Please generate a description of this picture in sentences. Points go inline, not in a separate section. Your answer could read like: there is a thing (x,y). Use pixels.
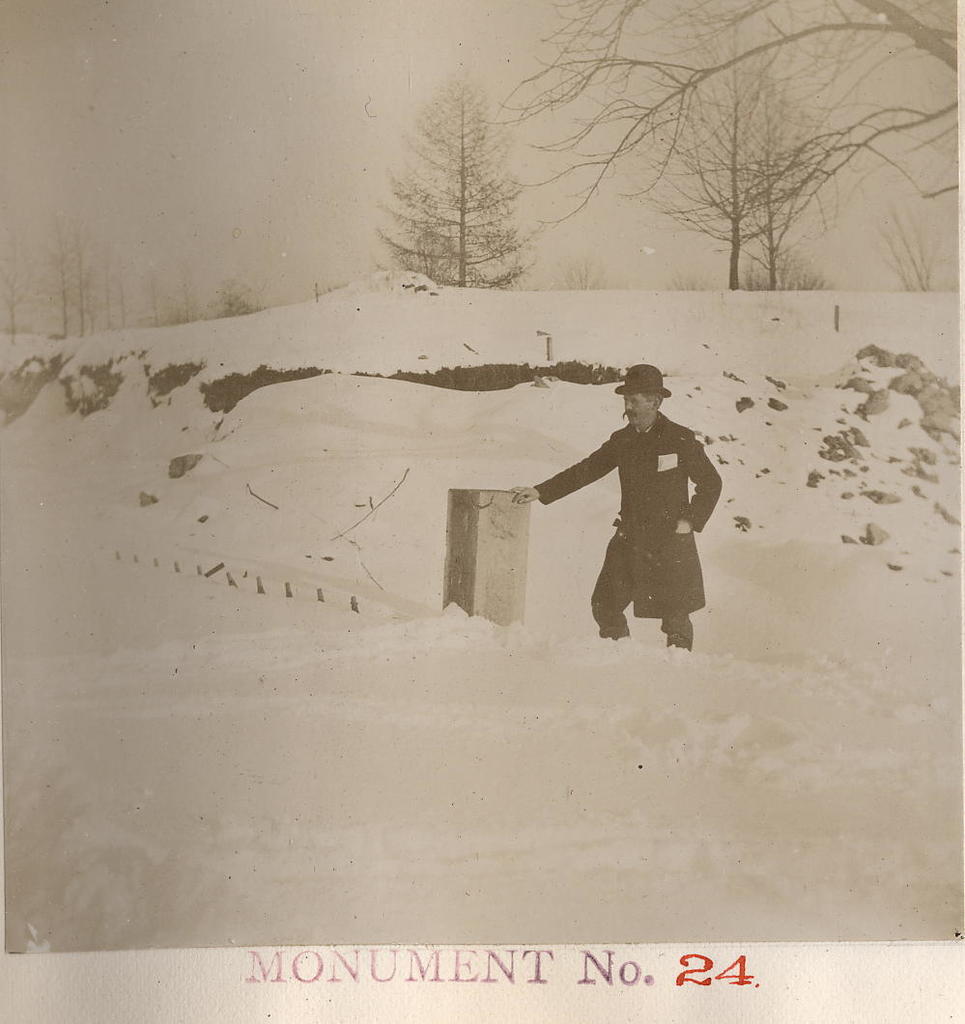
This is a black and white image, as we can see there is one person (642,524) standing on the snow ground (534,448) and there are some trees (438,180) in the background (390,214). There is some text (539,955) written at the bottom of this image (398,964).
